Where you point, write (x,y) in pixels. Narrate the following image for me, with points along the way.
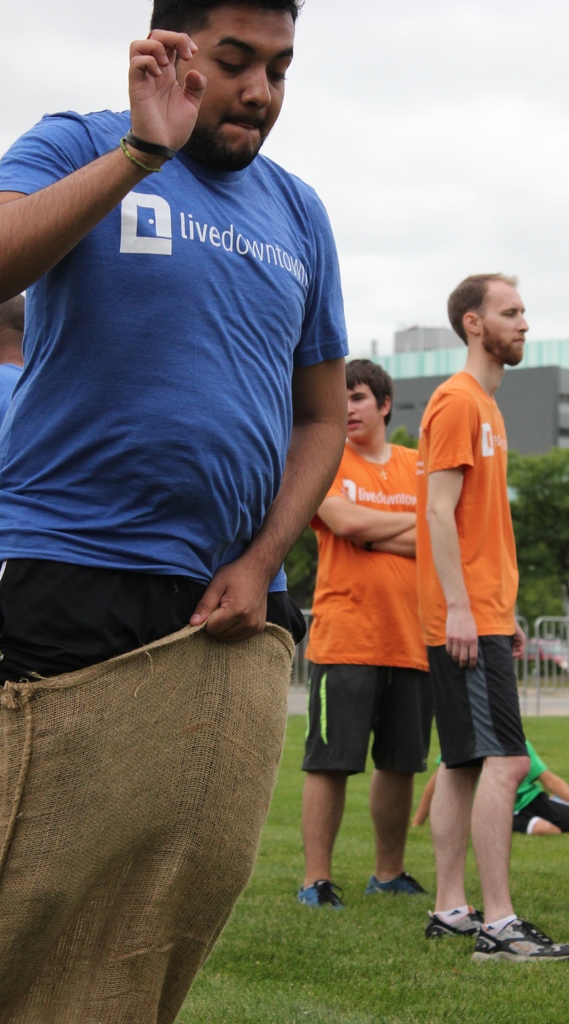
In this image we can see a man (223,500) partially in the bag (179,756). In the background (310,799) there are few persons (334,843) standing and a person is sitting on the grass (404,966), buildings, fence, vehicle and clouds (387,204) in the sky (498,143).
